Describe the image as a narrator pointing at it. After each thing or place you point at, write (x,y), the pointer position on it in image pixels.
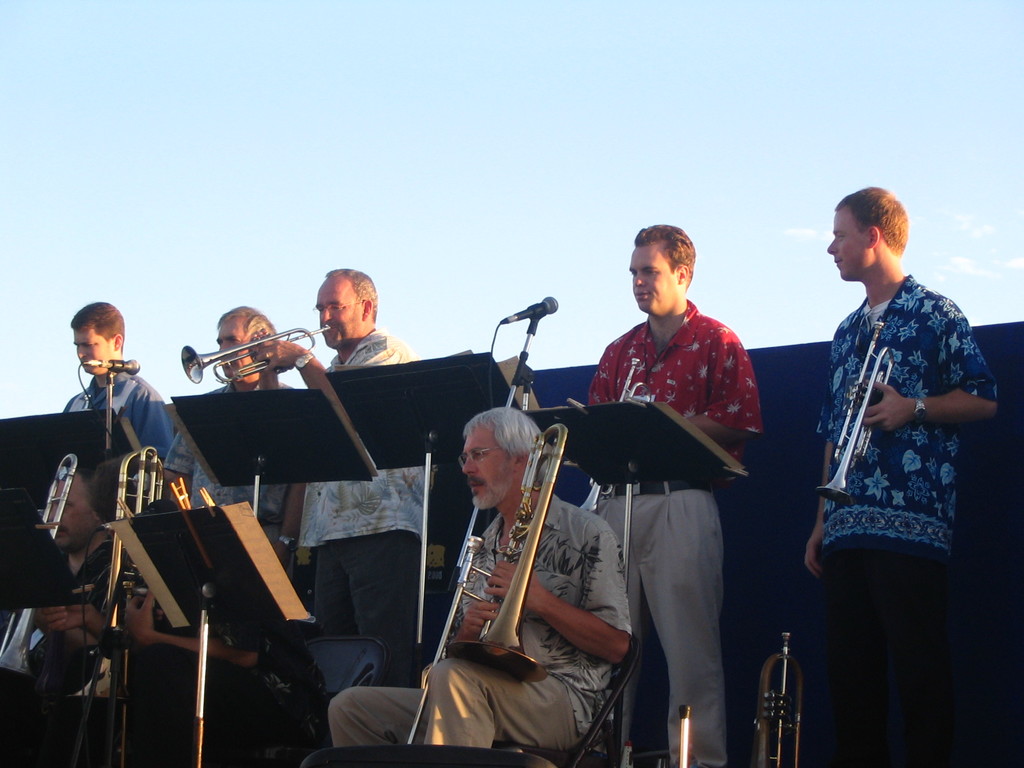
In this image there are people (667,524) playing musical instruments (849,454). Behind them there is a banner (804,419). In the background of the image (809,338) there is sky (587,149).
